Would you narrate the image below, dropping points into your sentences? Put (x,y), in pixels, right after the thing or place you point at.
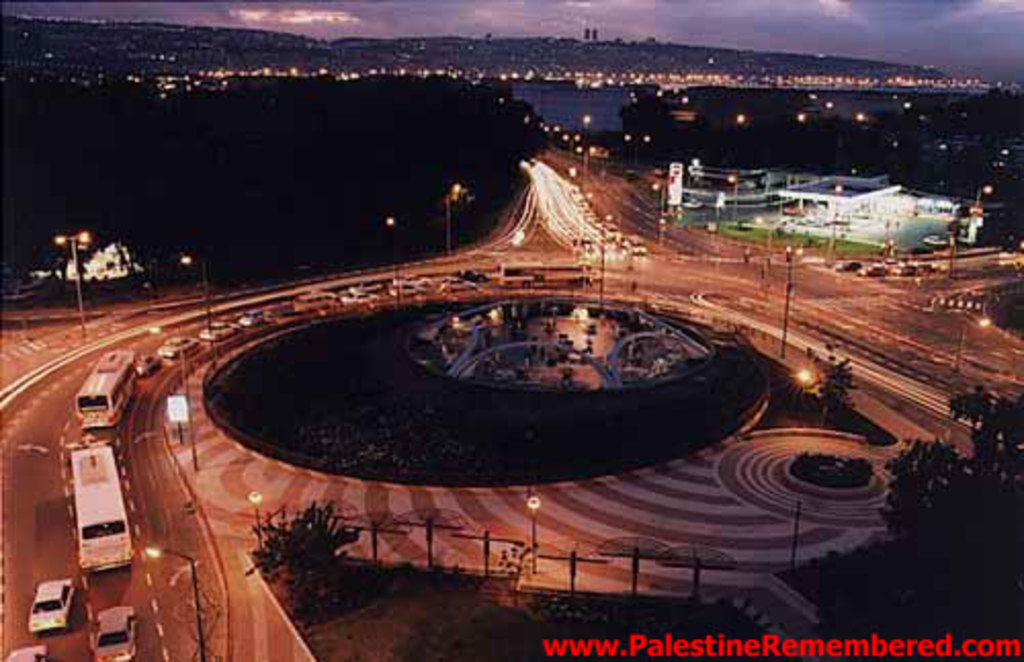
In this picture I can see cars (359,303) and few vehicles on the road (532,256) and I can see trees (937,557), buildings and I can see few pole lights (834,191) and text (577,648) at the bottom right corner of the picture (722,641) and I can see sky (602,9).
